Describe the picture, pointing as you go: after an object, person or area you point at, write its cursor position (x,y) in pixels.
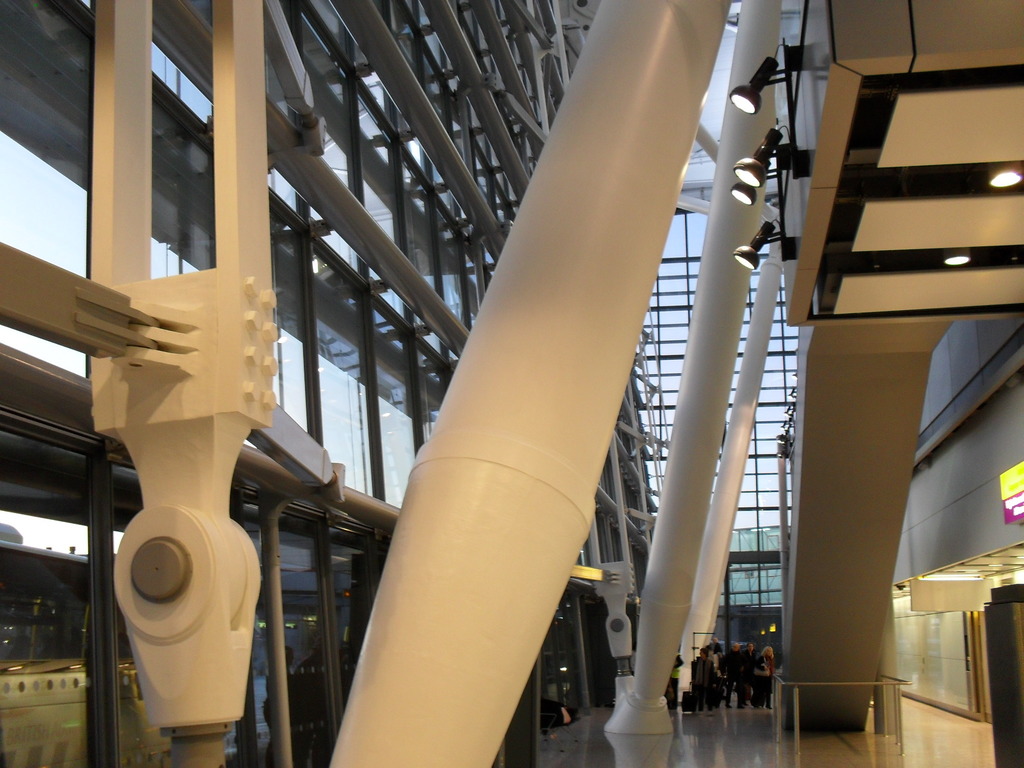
In this picture I can see inner view of a building (765,427), I can see few lights (1008,174) and few people (770,648) standing and I can see glasses (472,299) to the building (568,378) and looks like a staircase (802,505).
